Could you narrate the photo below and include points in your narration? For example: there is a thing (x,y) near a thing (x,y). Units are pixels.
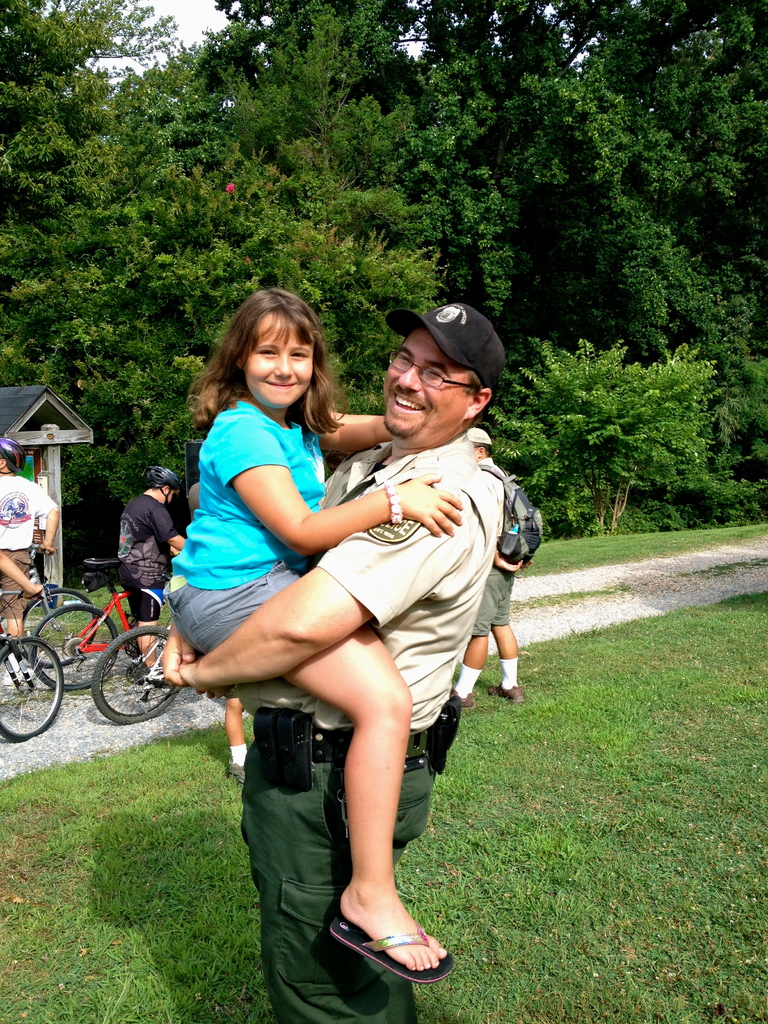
In this picture there is a man (401,541) holding a girl (218,635) in his hands (173,629). There are few people (149,584) who are riding a bicycle (40,577). There is some grass (592,805) on the ground (641,568) and some trees (335,139) at the background (359,243).
